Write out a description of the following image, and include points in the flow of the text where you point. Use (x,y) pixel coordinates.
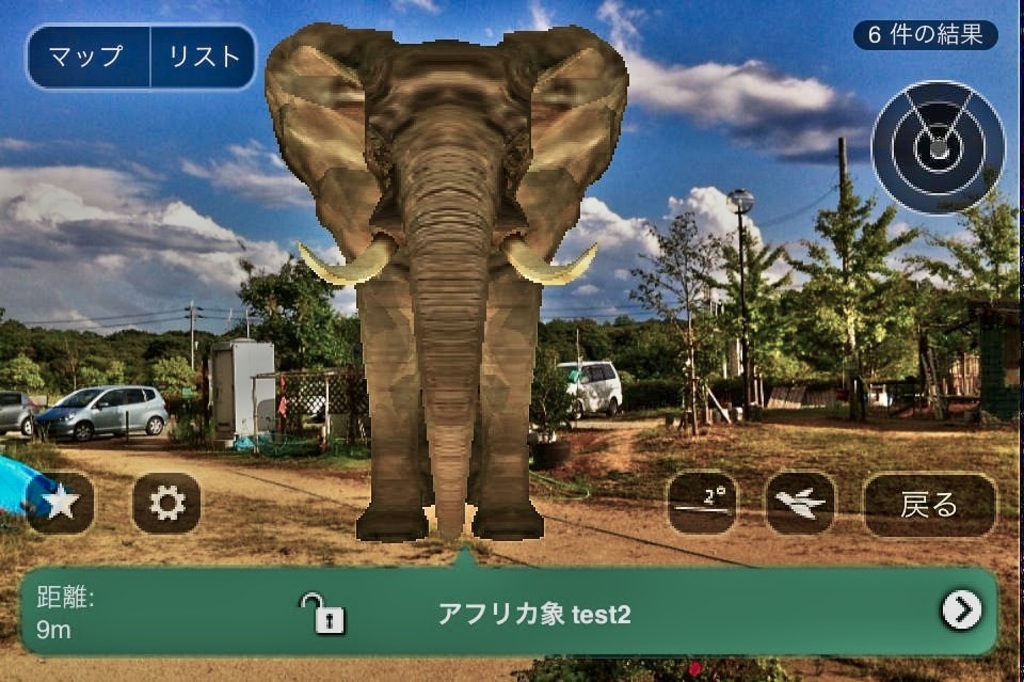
This image is an animated image. At the top of the image (672,216) there is the sky (672,216) with clouds (199,163) and there are many trees (307,350) and plants (184,376) on the ground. There are a few poles (744,393) with a few wires (134,314) and street lights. A few cars (153,407) are parked on the ground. There is a mesh (320,395) and there is a transformer (246,377). In the middle of the image (439,235) an elephant (439,313) is standing on the ground (367,451). In this image there are a few symbols (141,521) and there is a text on it.
